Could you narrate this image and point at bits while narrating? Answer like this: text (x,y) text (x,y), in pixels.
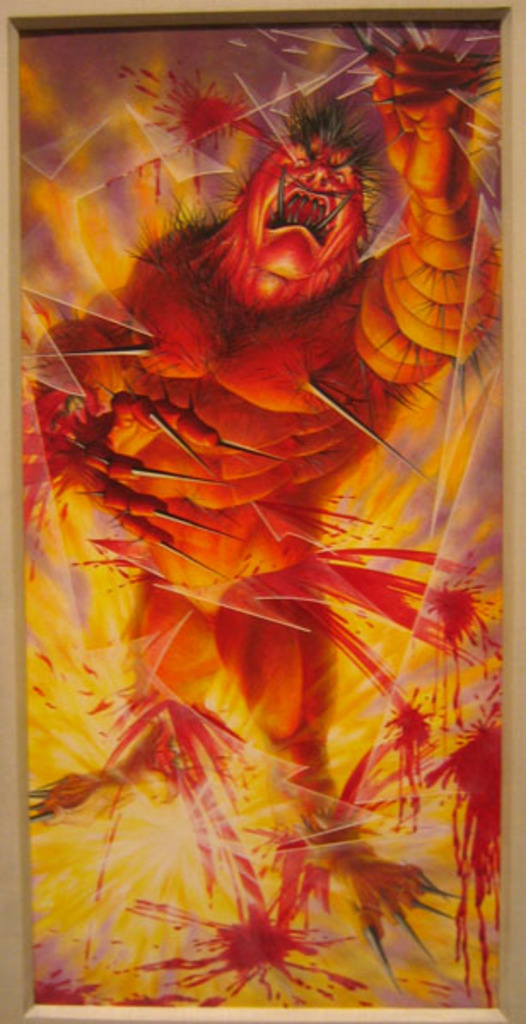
In the picture we can see a painting (205,871) of beast (412,871), which is orange in color and behind it, we can see a fire (118,611) which is yellow in color.
